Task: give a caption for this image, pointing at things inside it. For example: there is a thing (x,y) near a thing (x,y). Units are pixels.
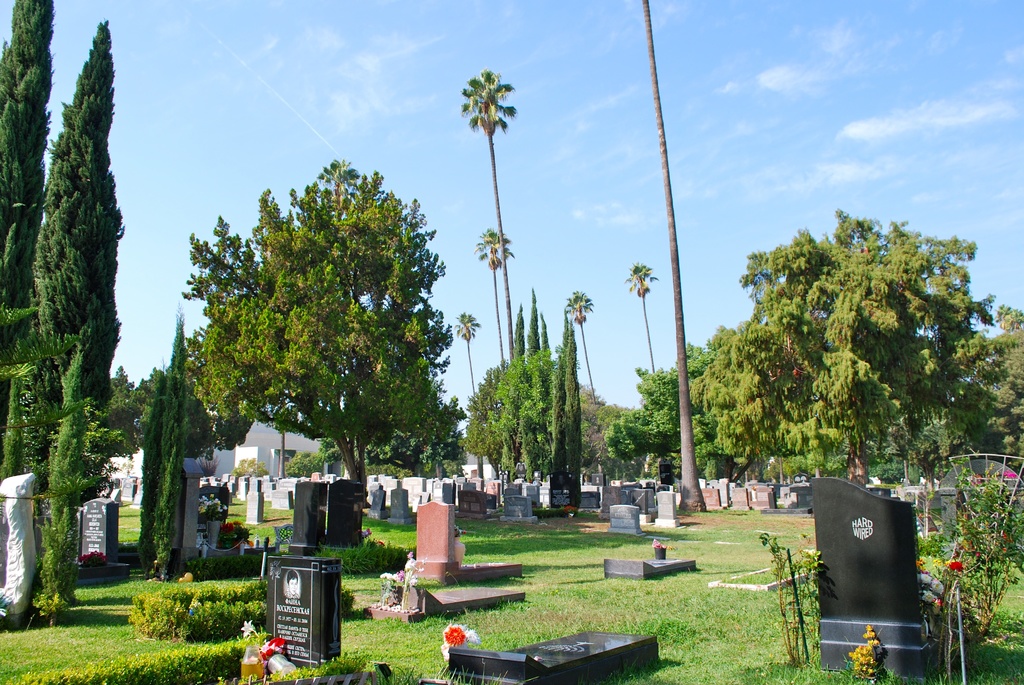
In the foreground of the image (632,548) we can see the graveyard (843,599). In the middle of the image (400,330) we can see tall trees (792,379). On the top of the image (468,59) we can see the sky (251,59).
